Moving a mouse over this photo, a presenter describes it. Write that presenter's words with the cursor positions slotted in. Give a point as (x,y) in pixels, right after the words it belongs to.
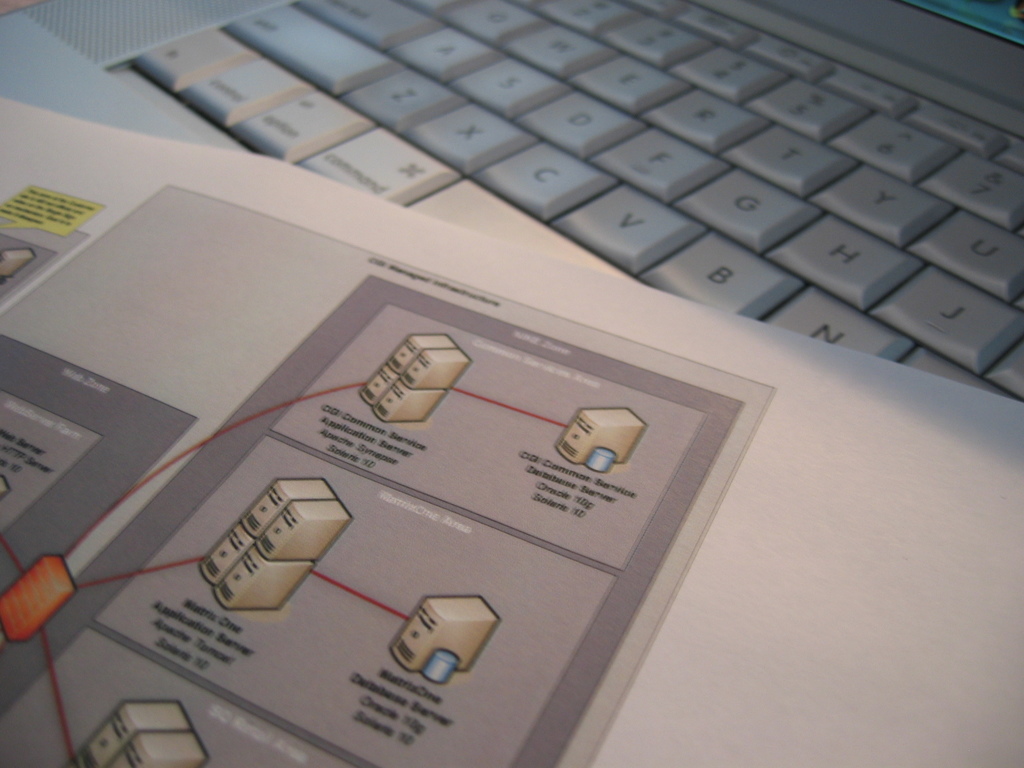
At the bottom of the picture (674,603), we see the white paper (581,521) or a book (809,528) in which we see the drawing (396,619). Beside that, we see the keyboard (445,124) which is white in color.
